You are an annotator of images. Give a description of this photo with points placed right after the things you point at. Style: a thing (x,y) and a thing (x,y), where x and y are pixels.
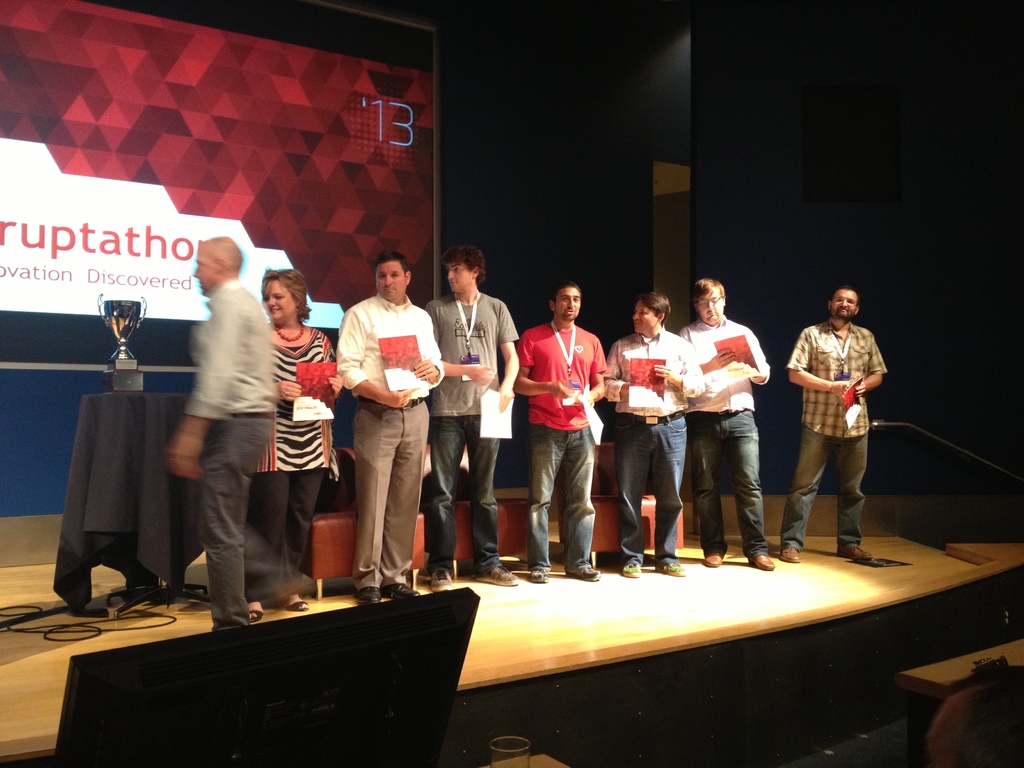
In this picture, we see the people (333,443) are standing on the stage (488,735) and all of them are holding the books (409,355) or the certificates (318,382) in their hands (569,395). Behind them, we see a table (138,494) which is covered with a black color sheet (90,484) and we see a trophy (121,304) is on the table (176,409). Behind them, we see the chairs (501,520). At the bottom (418,711), we see a laptop (392,678) and a glass (525,764). In the right bottom (1008,733), we see the head (990,701) of a person (995,710). In the background (409,126), we see a wall (941,335) and a board (130,270) in white and red color with some text (96,281) written on it. In the background (538,196), it is black in color.
